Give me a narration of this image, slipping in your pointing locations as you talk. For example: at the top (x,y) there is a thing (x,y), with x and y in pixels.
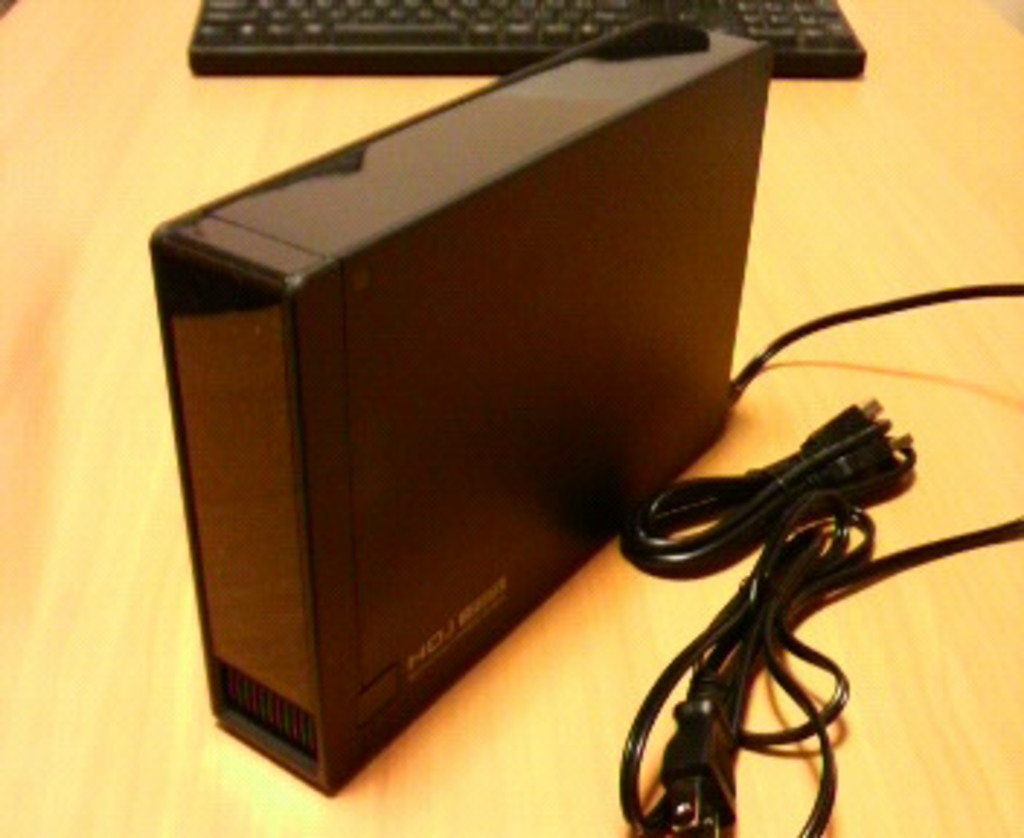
This is a zoomed in picture. In the foreground (119,727) there is a wooden table (145,168) on the top of which a box (566,263) and a keyboard (767,33) is placed and we can see the cables (731,680) are placed on the top of the table (898,340).
